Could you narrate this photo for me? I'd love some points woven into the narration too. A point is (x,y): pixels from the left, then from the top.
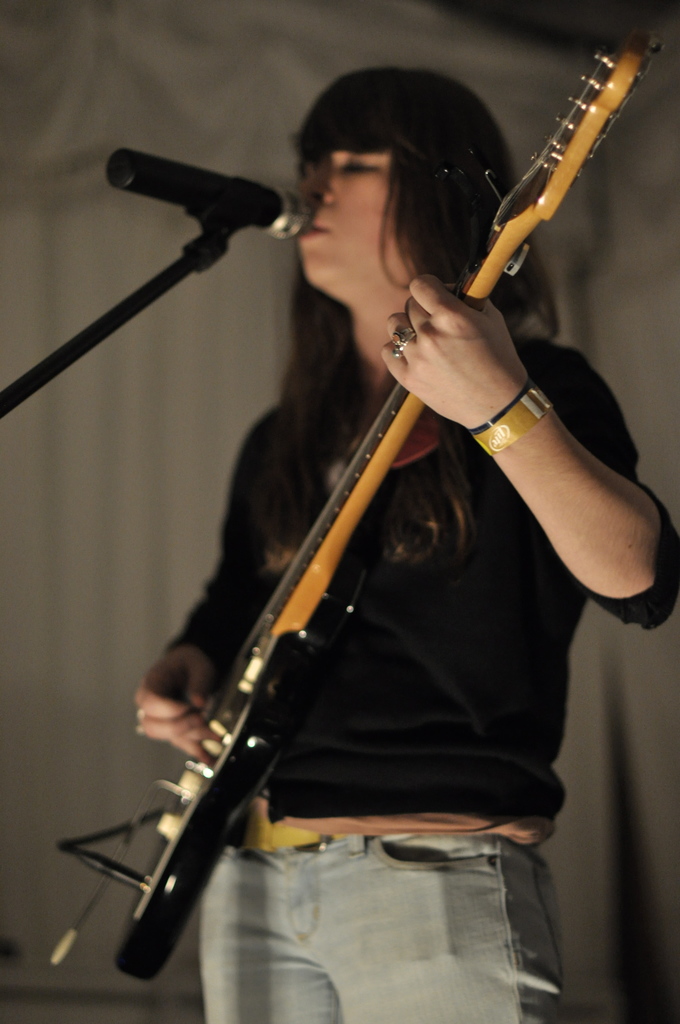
In this image I can see a person (404,694) playing a guitar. There is a microphone (246,187) on the left (205,194).
